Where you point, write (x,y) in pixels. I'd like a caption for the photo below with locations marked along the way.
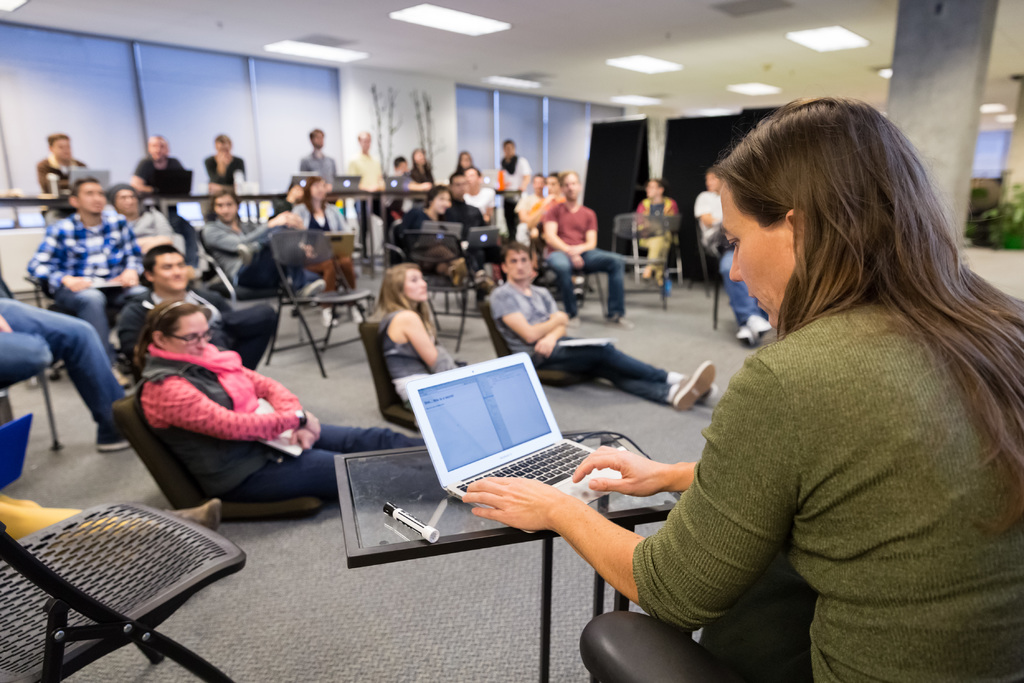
As we can see in the image there is a white color wall (404,102), windows (227,113), few people (407,351) standing and sitting here and there and there are tables (181,203) and chairs (349,281) and the women (877,329) who is sitting in the front (900,479) is wearing green color dress (824,539) and looking at laptop (520,440).
